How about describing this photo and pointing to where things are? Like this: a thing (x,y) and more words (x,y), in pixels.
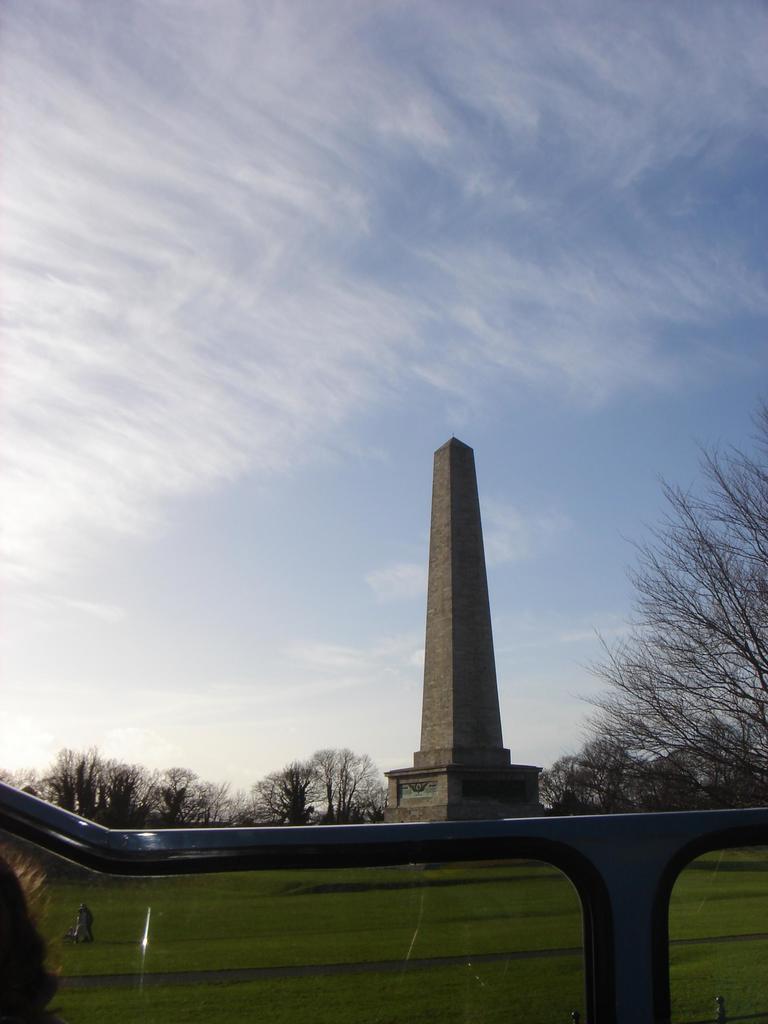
This image is taken outdoors. At the top of the image (238,306) there is the sky (261,543) with clouds (229,288). At the bottom of the image (333,945) there is a glass (300,907) with a railing (392,848). There are a few trees (633,758). There is a tower (447,652) and there is a ground (479,959) with grass (205,943) on it.
